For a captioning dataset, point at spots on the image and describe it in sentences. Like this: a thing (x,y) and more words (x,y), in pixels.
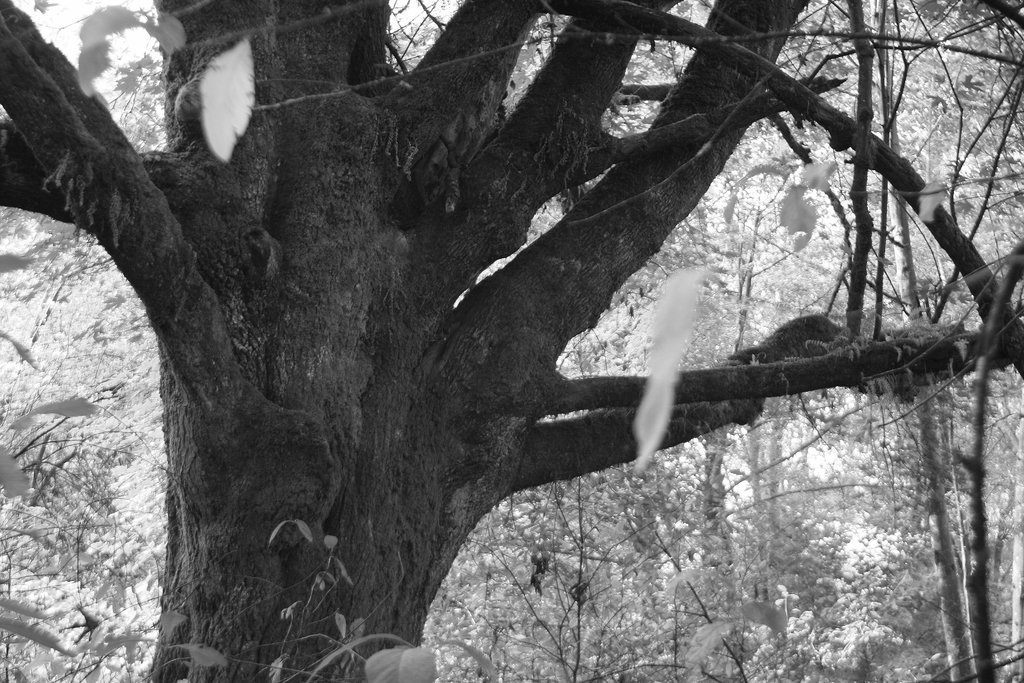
This is a black and white image. In the center of the image (501,414) there is a tree trunk (353,415). In the background of the image (853,531) there are trees (750,429).
